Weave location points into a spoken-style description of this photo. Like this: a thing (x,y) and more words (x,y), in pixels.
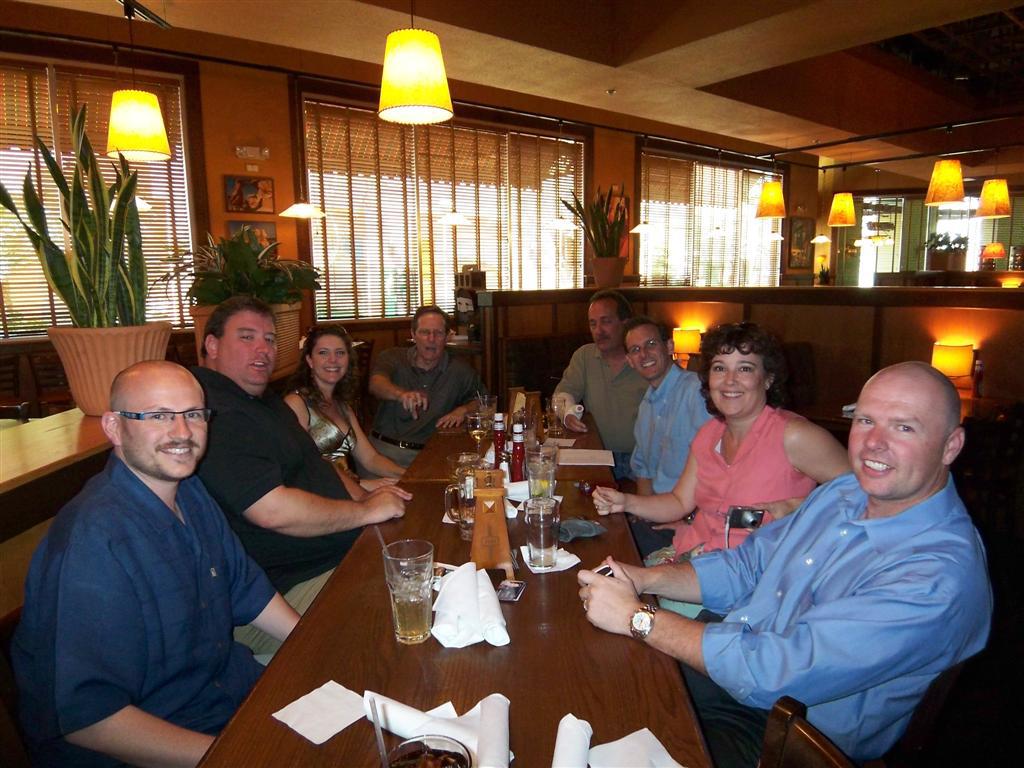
This image is taken in a restaurant (858,171). There are eight people (888,503) in this image. In the middle of the image (598,473) there is table (339,629) which contains a glass (418,599), tissues (438,597), bottle (518,462), paper (563,457). In the right side of the image (716,563) a man (659,631) is sitting in a chair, beside him a woman (604,494) is sitting and beside woman (628,502) there are two men (682,392) sitting on a chair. There are few lamps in right side of the image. In the left side of the image (121,368) there is a house plant (33,211) with a pot (107,331) and a man (152,386) sitting on a chair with a smiling face (134,391).
